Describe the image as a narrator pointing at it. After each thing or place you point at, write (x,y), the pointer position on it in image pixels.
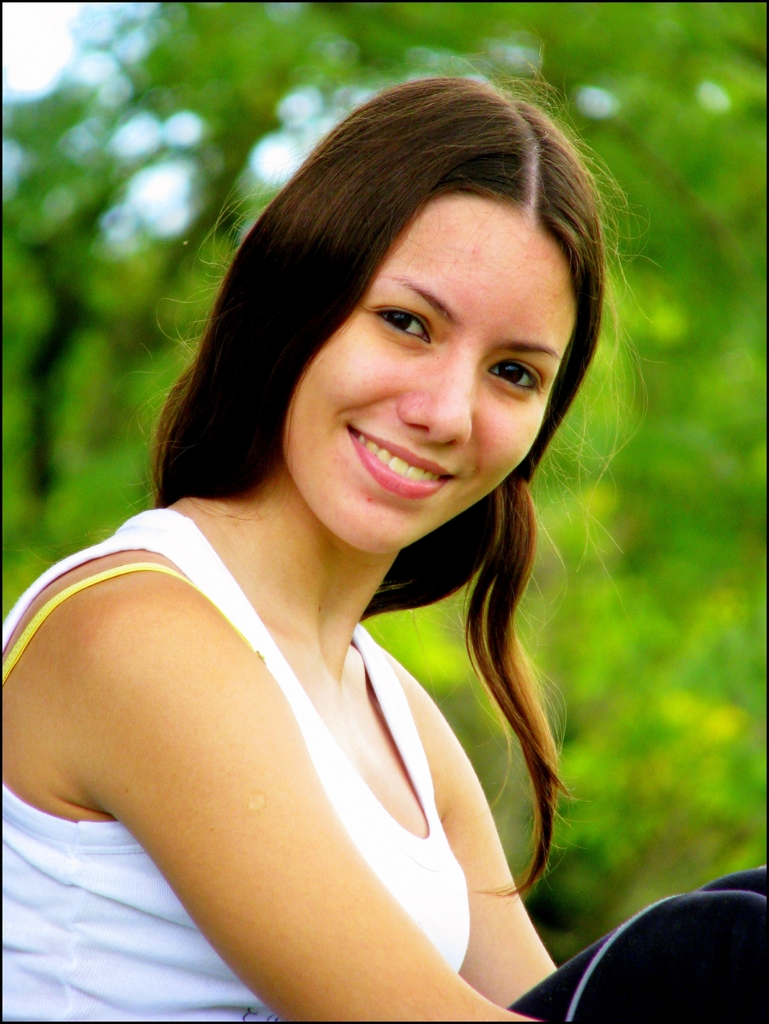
In this picture we can see a woman (398,746) is smiling in the front (436,491), in the background (722,298) there are trees (631,133), we can see a blurry background (656,47).
